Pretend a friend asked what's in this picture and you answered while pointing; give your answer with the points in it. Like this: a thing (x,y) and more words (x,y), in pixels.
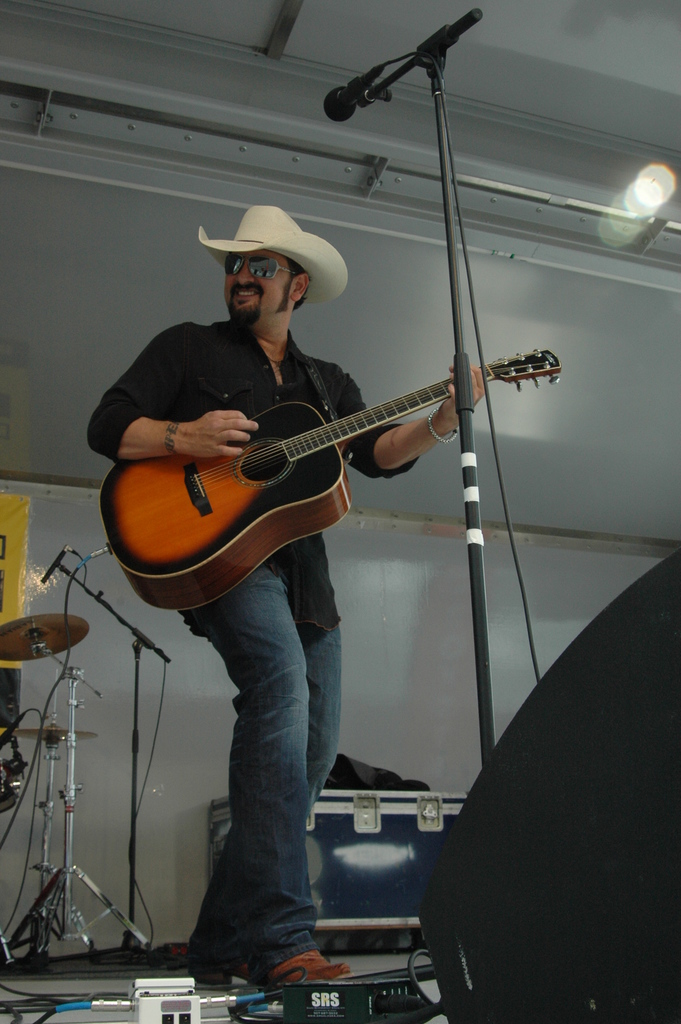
I can see a man (225,624) standing and playing guitar (281,435). He wore black shirt (273,400), trouser (279,789), goggles (276,268), hat (260,236) and shoes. This is the mic (349,91) attached to the mike stand (445,36). At background (61,636) I can see a hi-hat instrument (58,625). This looks like a box (363,855). These are some electronic devices (151,1003) placed on the floor (428,988). This is the rooftop (177,67).
